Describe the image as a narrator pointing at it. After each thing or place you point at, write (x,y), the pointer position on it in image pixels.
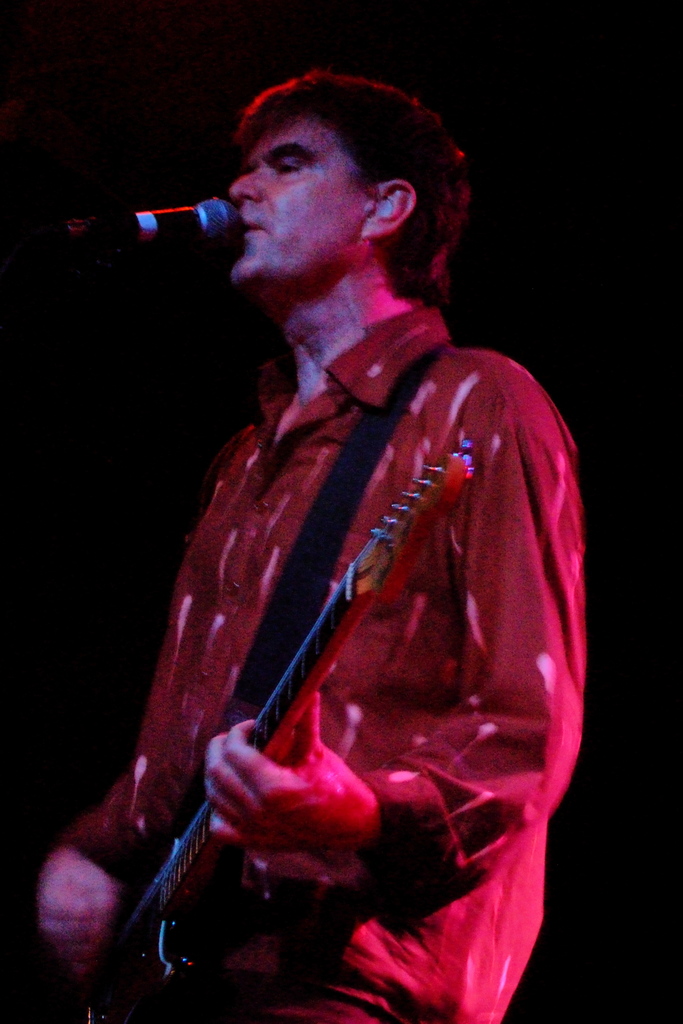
In this picture we can see a man (349,343) who is singing on the mike (209,202) and he is playing guitar (100,1018).
